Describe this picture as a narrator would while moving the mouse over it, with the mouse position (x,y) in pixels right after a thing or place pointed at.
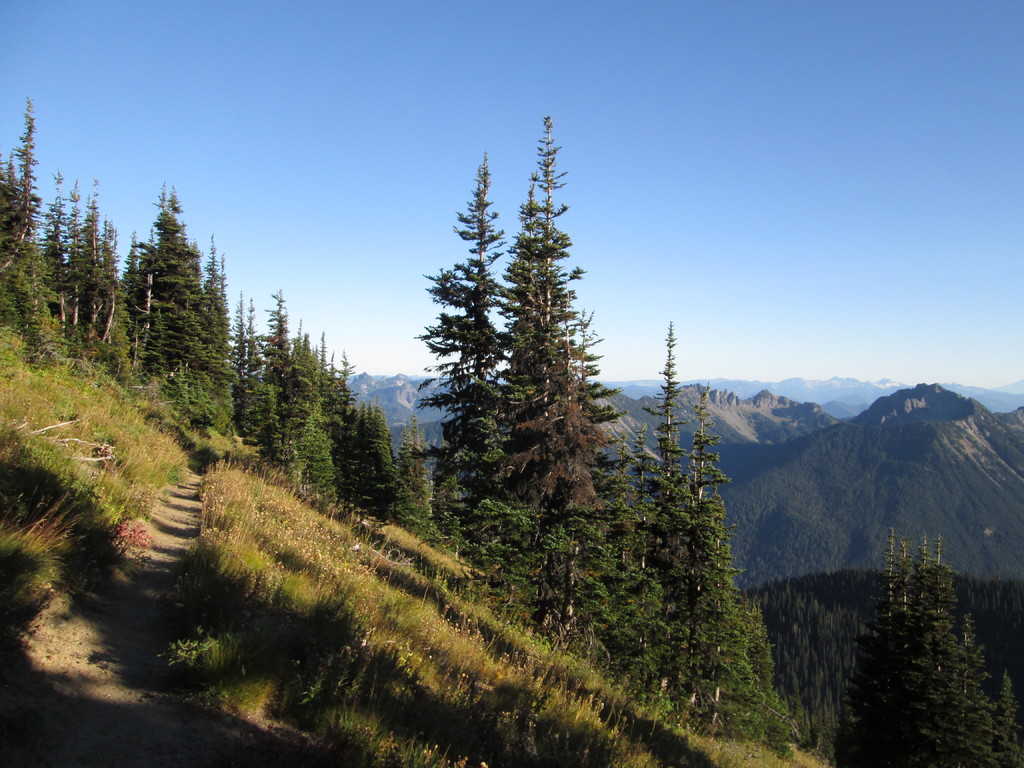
This image is taken outdoors. At the top of the image (308,138) there is a sky (676,124). At the bottom of the image (321,701) there is a ground (355,696) with grass (221,544) on it. In the background (634,575) there are many trees (966,701) and plants (138,412) and there are a few hills (752,404).
